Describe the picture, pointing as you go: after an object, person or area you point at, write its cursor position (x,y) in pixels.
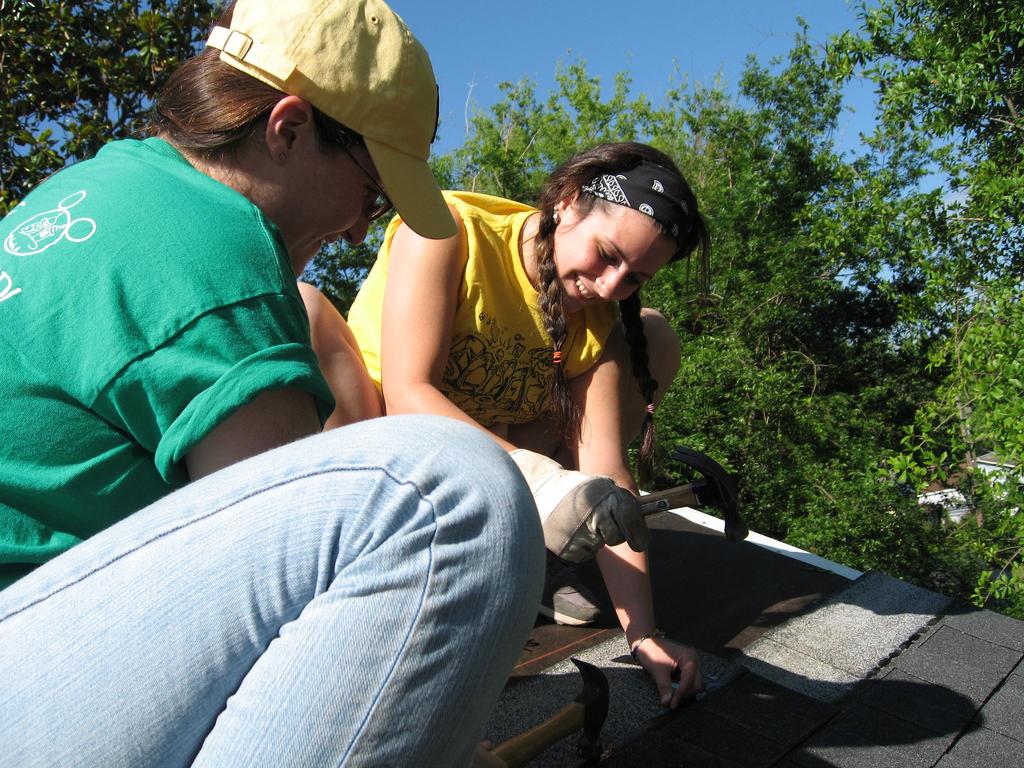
In the foreground of the picture (331,332) there are two women (490,409) holding hammer (532,752) and doing some roofing works. In the center of the picture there are trees (515,131). Sky (510,64) is sunny.
